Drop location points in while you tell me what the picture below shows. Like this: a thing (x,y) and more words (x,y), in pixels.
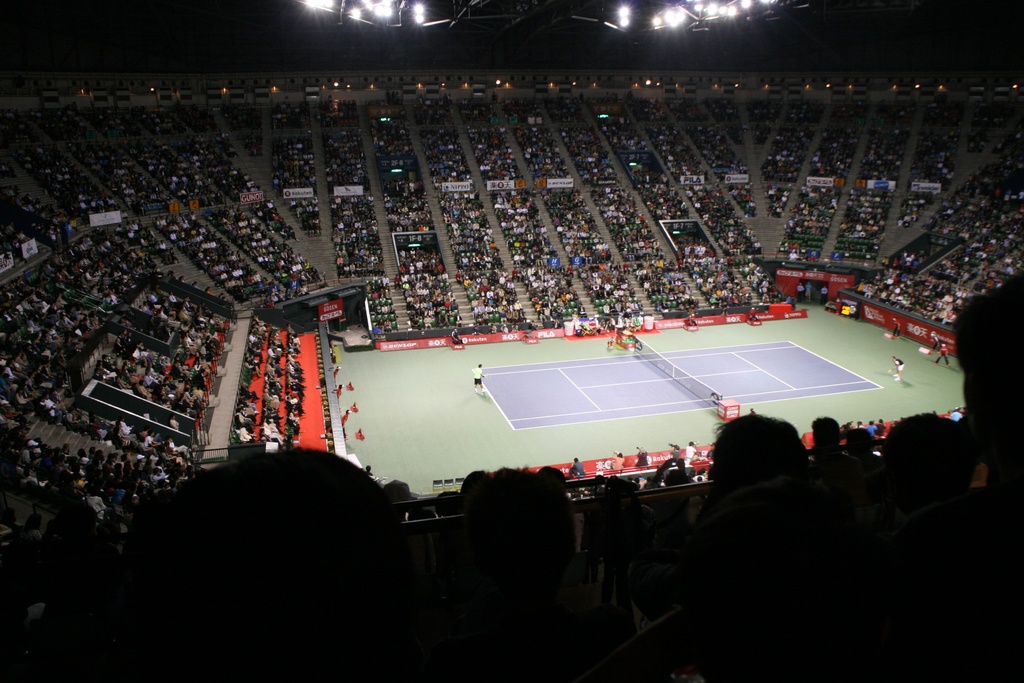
In this image we can see indoor stadium (490,166) in which there are some spectators (555,311) sitting in the middle of the image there are two persons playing tennis and there is net (652,354) and top of the image (385,9) there are some lights (709,12).
